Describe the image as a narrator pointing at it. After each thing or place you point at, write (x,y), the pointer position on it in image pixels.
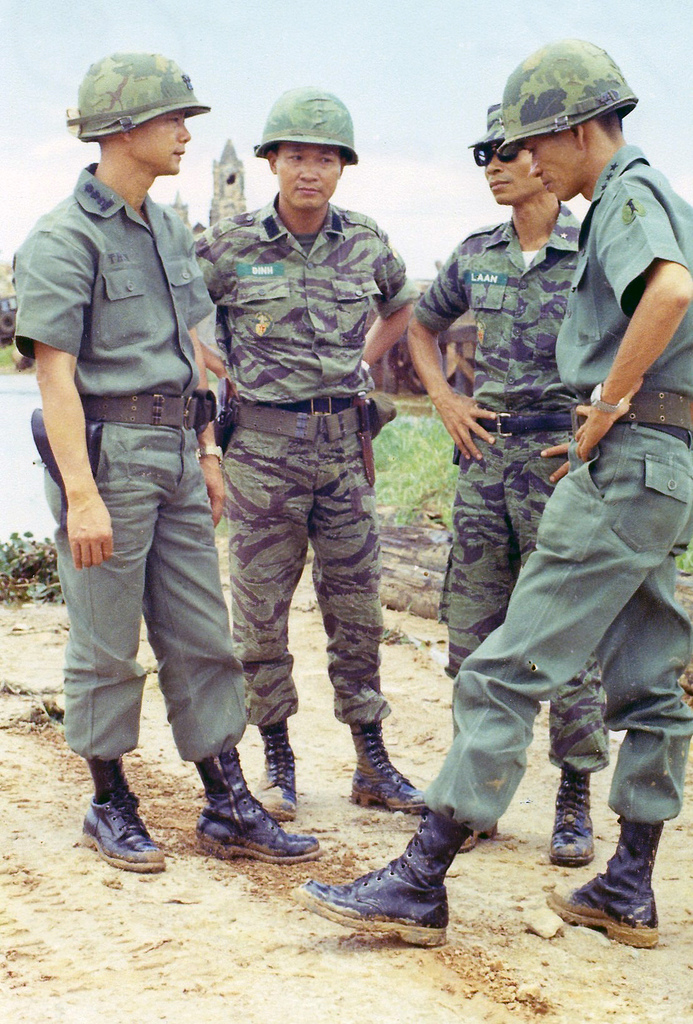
In this picture there are group of people (235,488) standing. At the back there is a building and there are vehicles (385,370). At the top (322,47) there is sky (369,57). At the bottom (256,956) there is dirt (261,949).
